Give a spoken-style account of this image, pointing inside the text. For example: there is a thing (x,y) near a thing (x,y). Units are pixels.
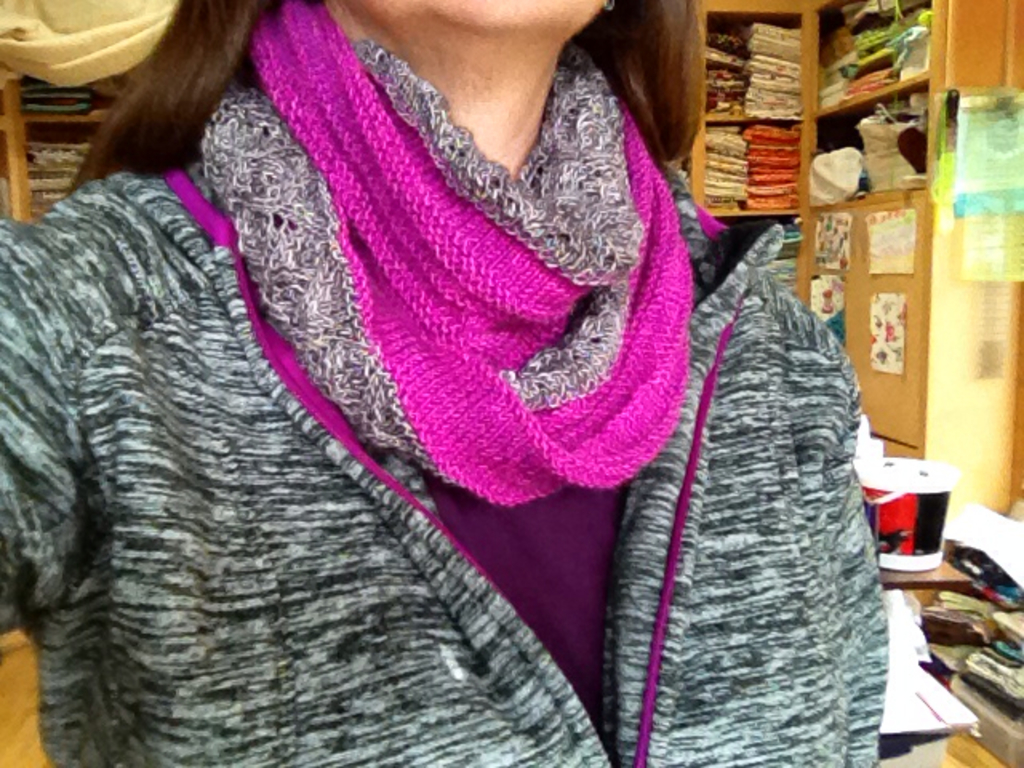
In this image we can see a person (504,307) truncated, behind her we can see some shelves (812,227) with objects (771,206), there are some posters (891,253) with images (842,222) and other objects (927,706).
